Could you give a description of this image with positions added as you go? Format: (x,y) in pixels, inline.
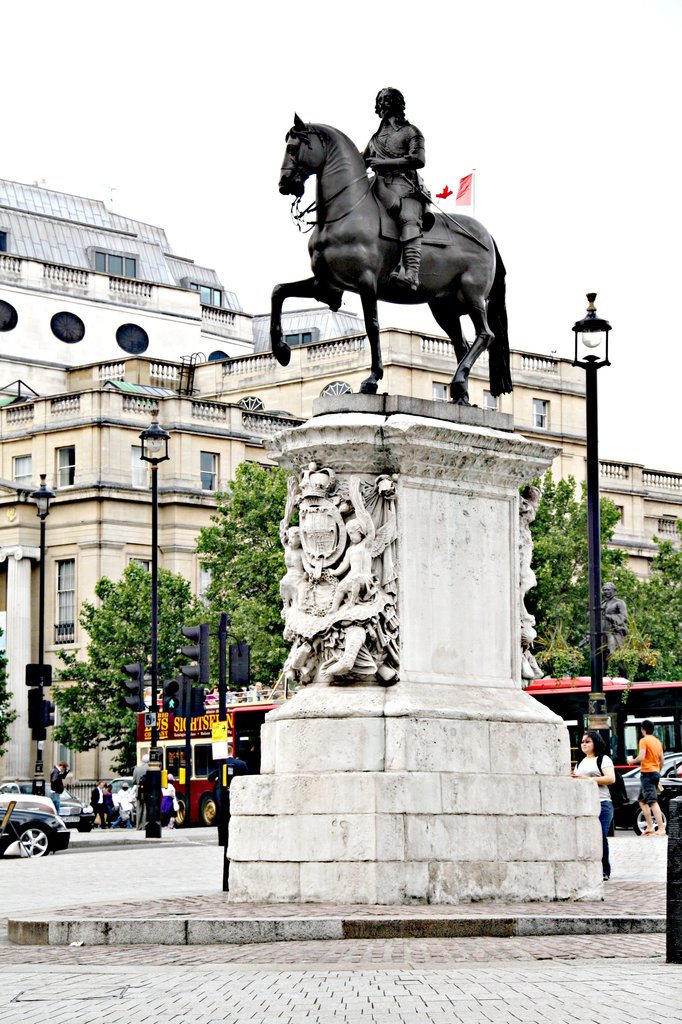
In this picture there is a statue (390,98) of a man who is riding a horse (365,201) on the top of the image (500,334) and there are some buildings (95,228) around the area of the image and trees (225,506) around the area of the image, it seems to be a road side view, there are cars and buses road signs (178,712) in the image.
